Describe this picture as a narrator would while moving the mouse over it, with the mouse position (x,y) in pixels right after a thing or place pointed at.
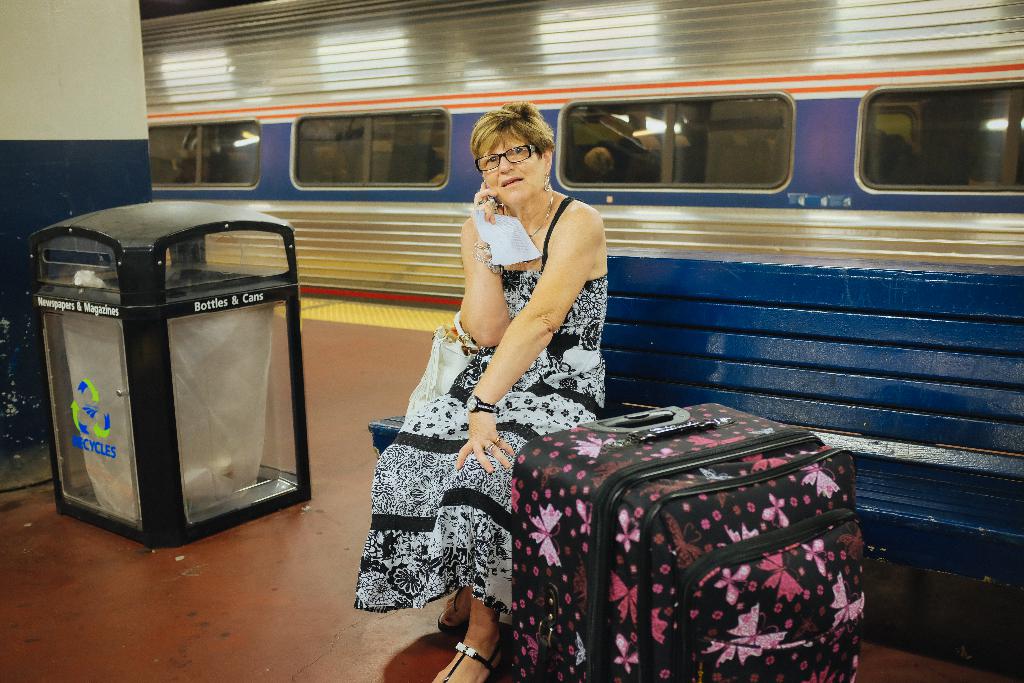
Here is a woman (585,246) sitting on a bench (873,362), she is talking on a phone (488,187), and here it is a travelling bag (675,637), and here it is a floor (72,525) with recycle bin (213,299). and the backside there is a train (747,48) on the platform (186,632) with glass windows (344,141).
